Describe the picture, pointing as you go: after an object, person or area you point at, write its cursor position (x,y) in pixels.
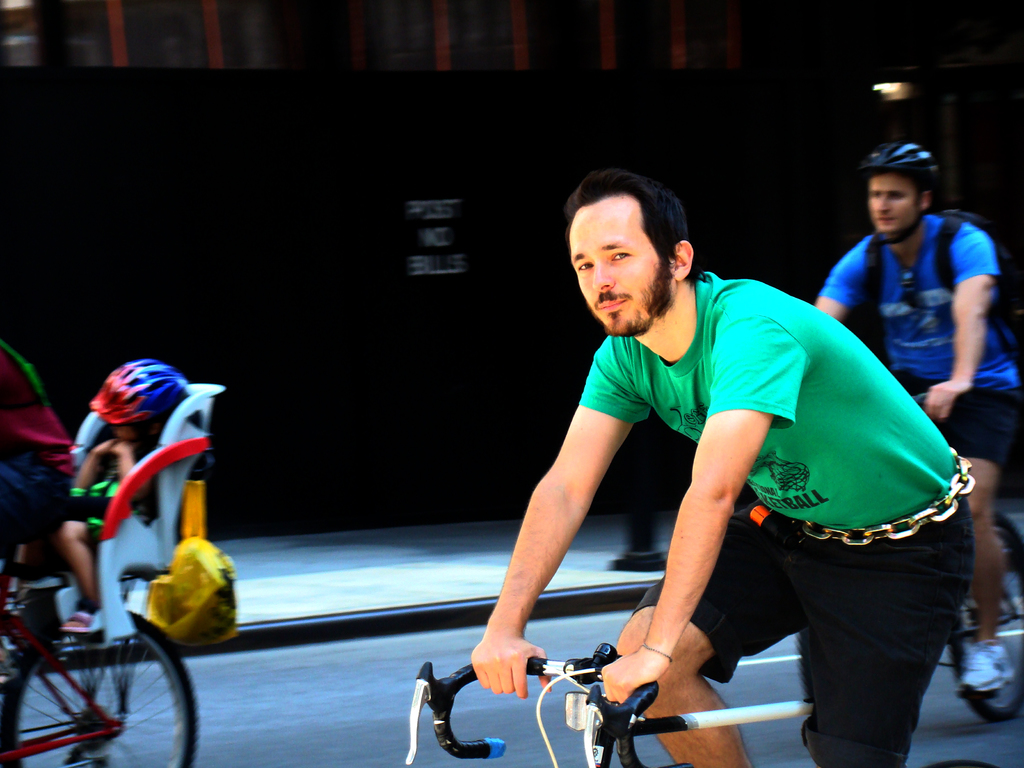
It is a city cycling scene, there are total three persons (863,424) riding the cycle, in the background (804,79) is black color board (226,468).
